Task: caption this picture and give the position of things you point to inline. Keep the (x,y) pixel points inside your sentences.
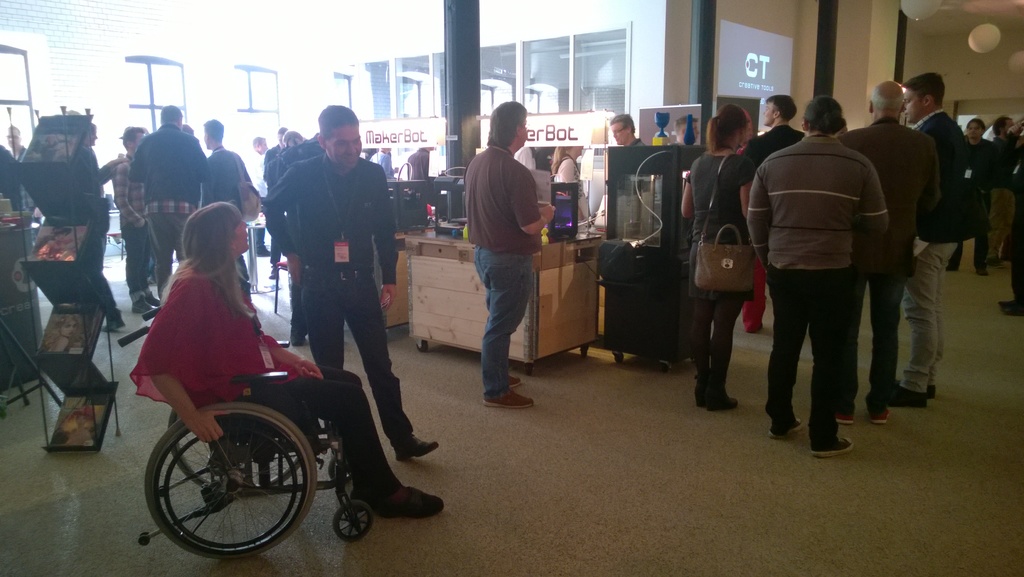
In the image there are many people (316,215) standing and walking on the floor (565,413), there is woman (203,359) sitting on wheel chair (273,487) on left side (194,236), in the back (571,66) there are glass windows (374,108) on the wall (613,22) with a table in front of it and desktop (428,196) on it.
